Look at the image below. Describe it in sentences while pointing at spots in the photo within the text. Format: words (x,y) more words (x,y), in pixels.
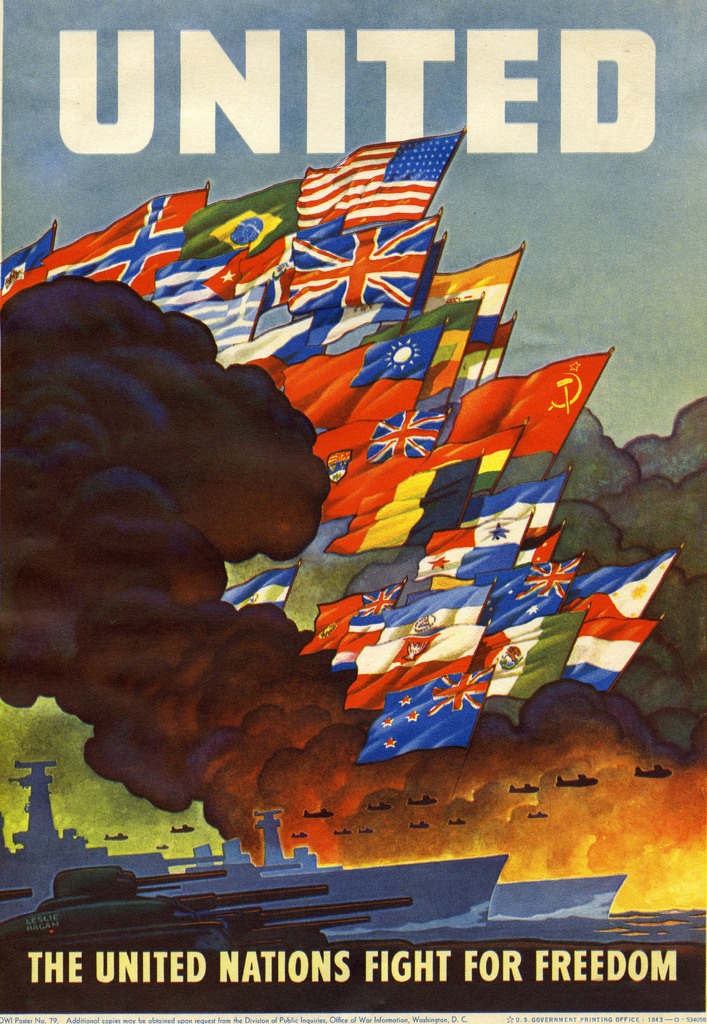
In this picture we can see a poster (221,806). On this poster (328,884), we can see some text (560,1020) on top (639,65) and at the bottom of the picture (272,955). There are a few flags (354,669) and boats (476,887) are visible in the water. We can see some fire (381,830) and smoke (693,511) from left to right.
